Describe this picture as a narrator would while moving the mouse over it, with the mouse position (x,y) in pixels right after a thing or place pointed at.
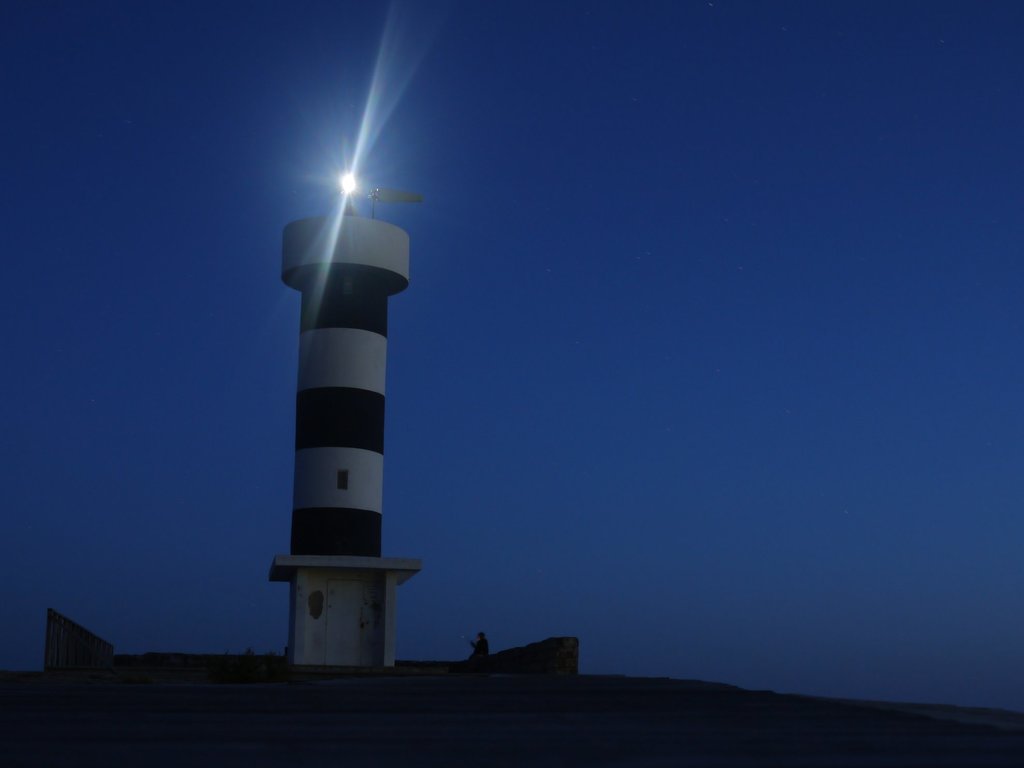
In the image there is a light house (336,264) in the middle (346,291) with a light (350,183) above it and it seems to be a person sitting in front of it on the rock (490,660) and above its sky (545,317).
